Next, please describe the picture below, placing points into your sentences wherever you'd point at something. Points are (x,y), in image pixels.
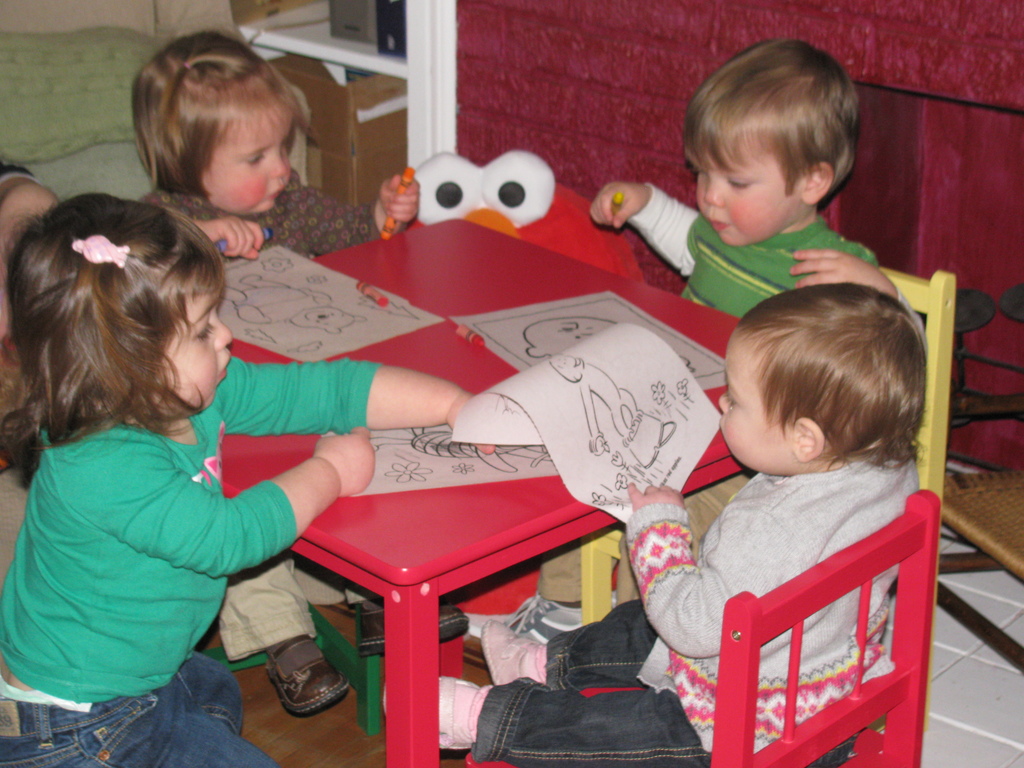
In the picture I can see children (358,388) sitting on chairs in front of a table (526,507). The table (522,494) is red in color. On the table (448,338) I can see papers (564,387). In the background (514,99) I can see a wall (514,113) and some other objects (366,193).
